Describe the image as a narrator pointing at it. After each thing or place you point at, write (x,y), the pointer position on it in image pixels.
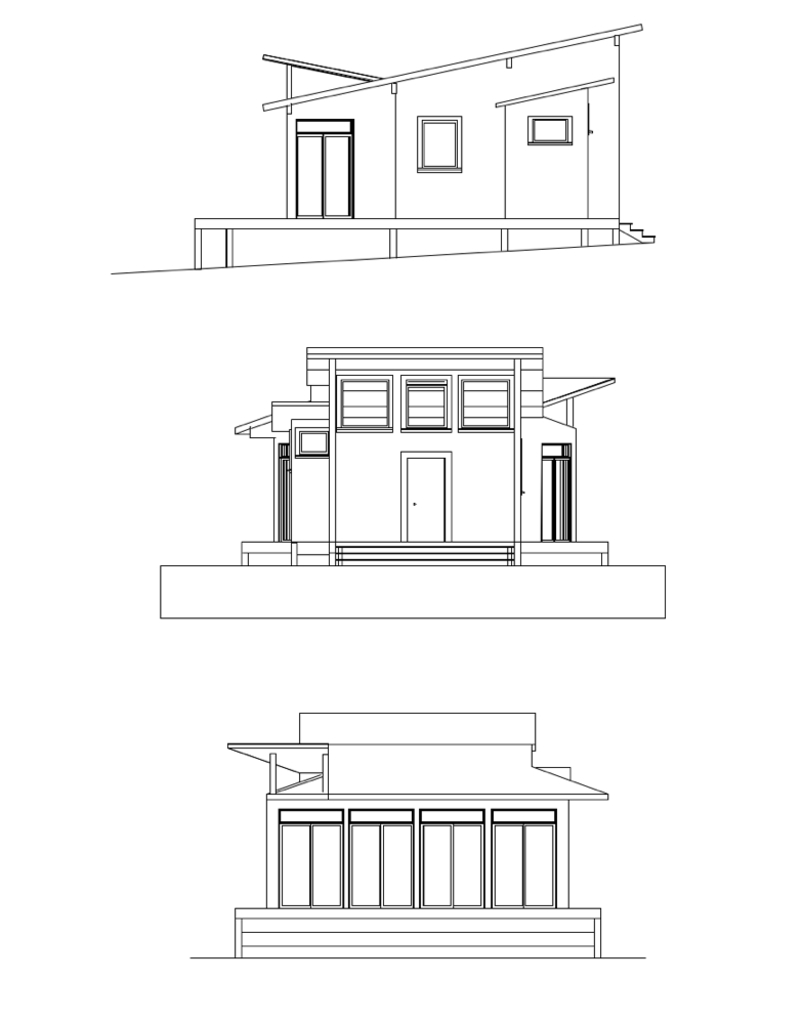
In the picture we can see drawing (514,761) of three houses (314,796).
